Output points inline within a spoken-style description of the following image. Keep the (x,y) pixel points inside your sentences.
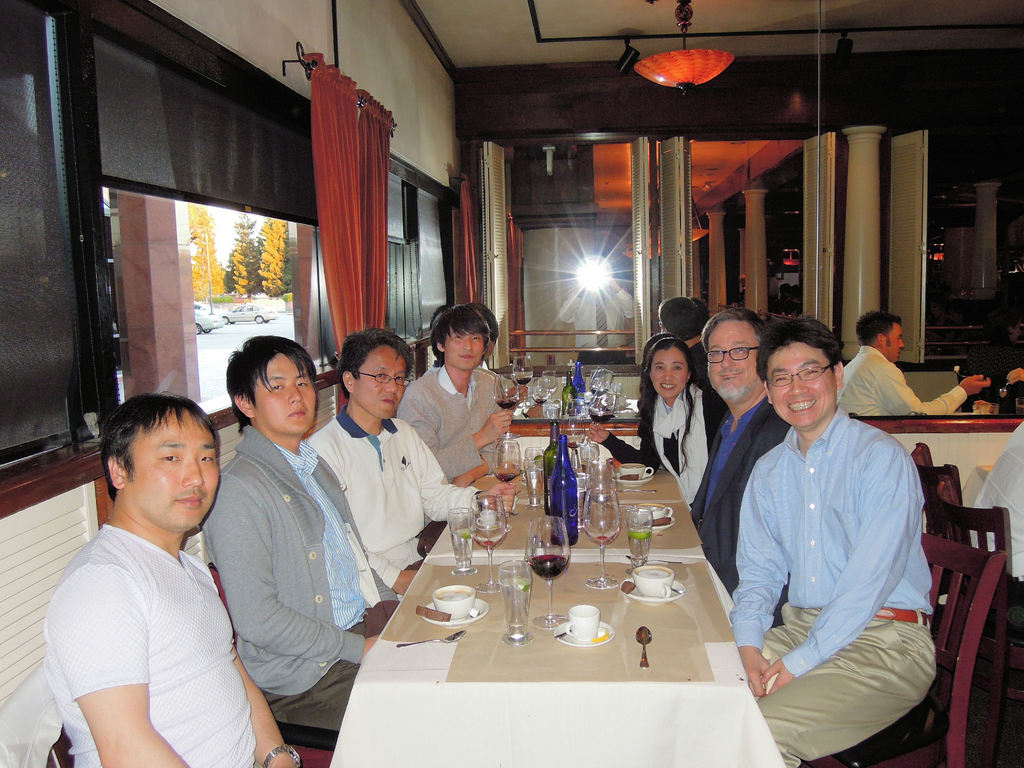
In this image there are some people (325,513) are sitting around the table (345,739) and the table (418,741) has glass (553,552), cup (592,612), spoon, bottle (563,502) behind the person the big window (308,286) is there.
